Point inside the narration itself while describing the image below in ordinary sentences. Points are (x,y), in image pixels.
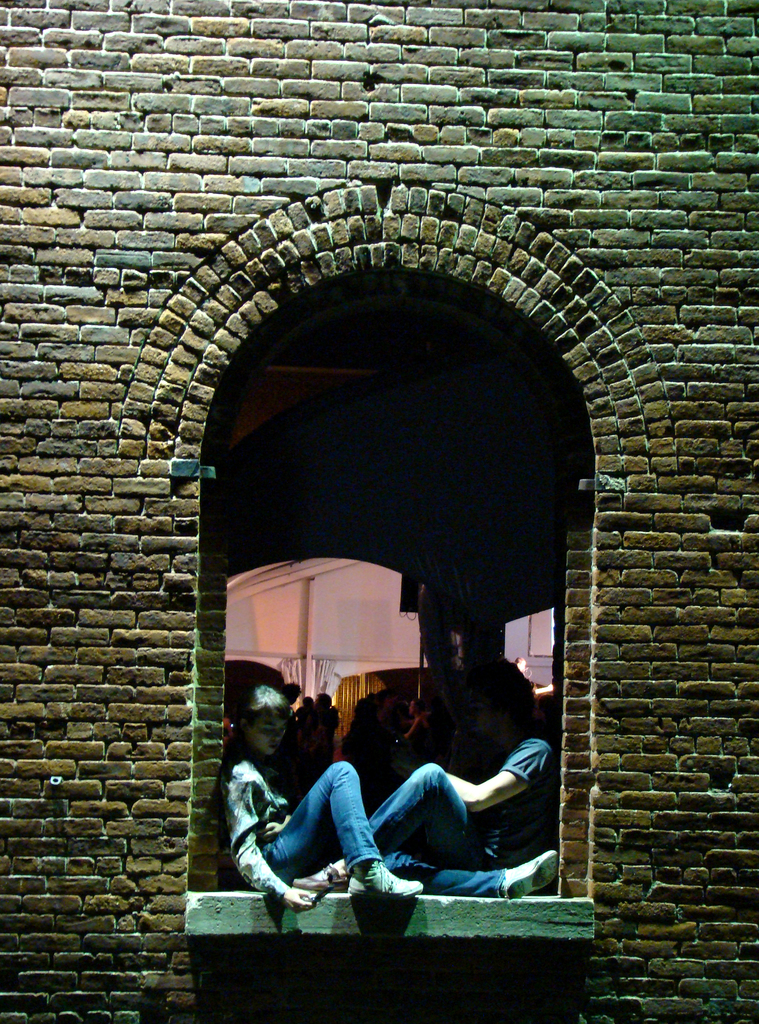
In this image there are some people (421,787) sitting, and in the background (413,714) some of them are standing and some objects (417,659) and in the foreground (691,479) there is wall (316,67).
